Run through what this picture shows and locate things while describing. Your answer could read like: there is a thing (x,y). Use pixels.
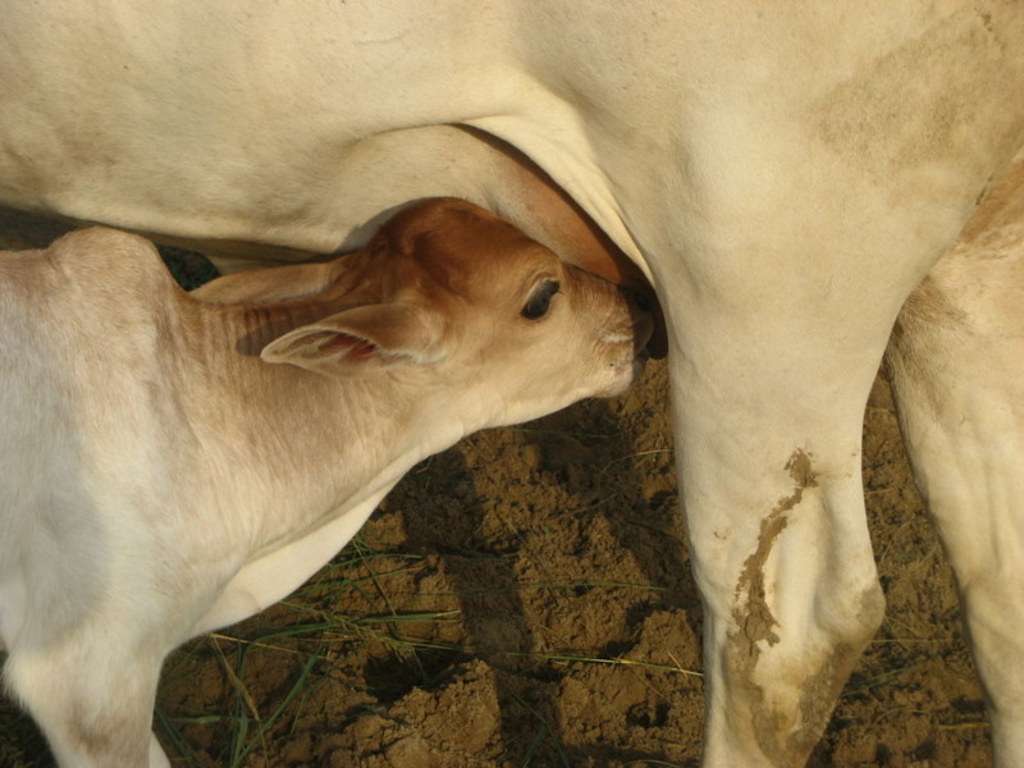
In this image, I can see a cow (603,173) and a calf (326,411) standing. This looks like the mud (523,651). I think this is the grass (324,614).
